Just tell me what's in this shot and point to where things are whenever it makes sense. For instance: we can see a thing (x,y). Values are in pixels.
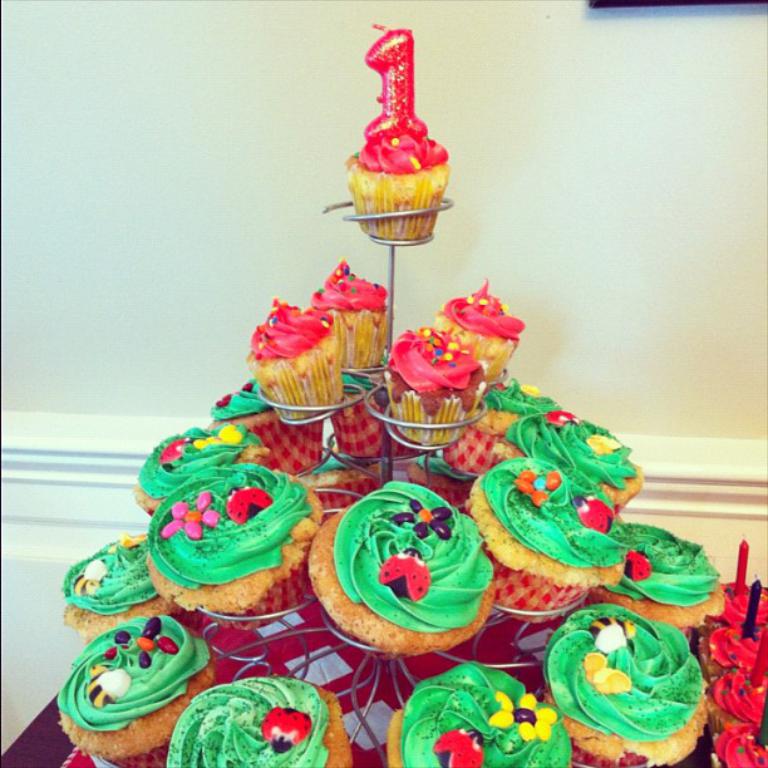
In this picture I can see few muffins (401,635) on the stand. I can see candles (411,113) on the muffins (384,208) and a wall (306,210) in the background (469,190).
